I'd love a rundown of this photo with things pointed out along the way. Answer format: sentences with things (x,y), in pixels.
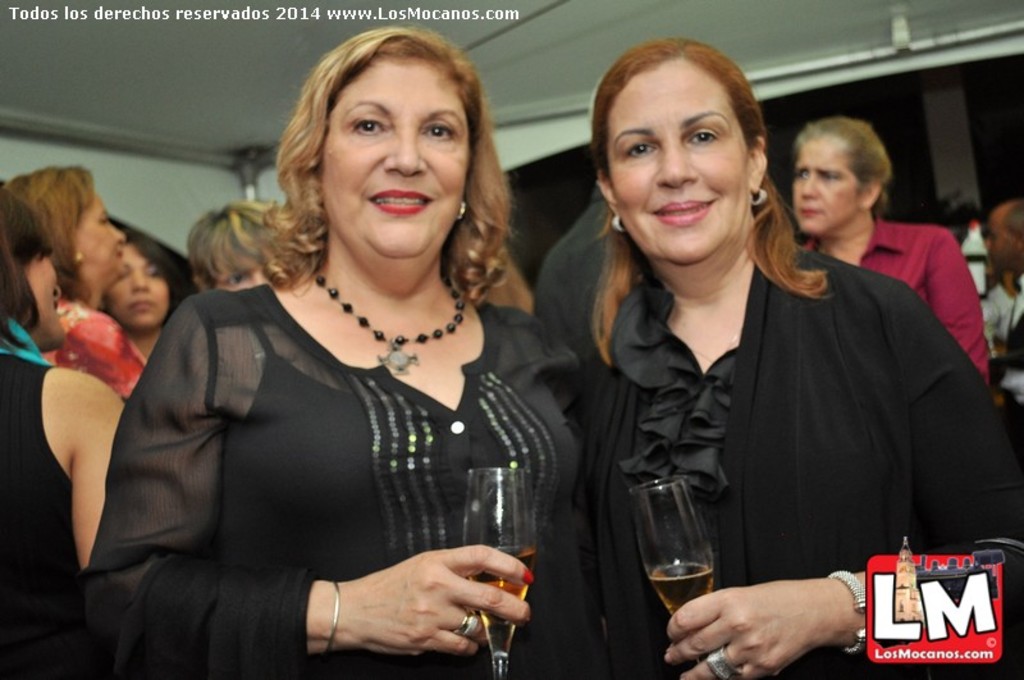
In the center of the image (519,446) we can see two persons (585,441) are standing and they are smiling and we can see they are holding wine glasses (668,510). At the bottom right side of the image (938,589), there is a logo (907,590). In the background (10,261), there is a wall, roof (206,102) and a few people (102,309) are standing. At the top left side of the image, we can see some text (336,16).
